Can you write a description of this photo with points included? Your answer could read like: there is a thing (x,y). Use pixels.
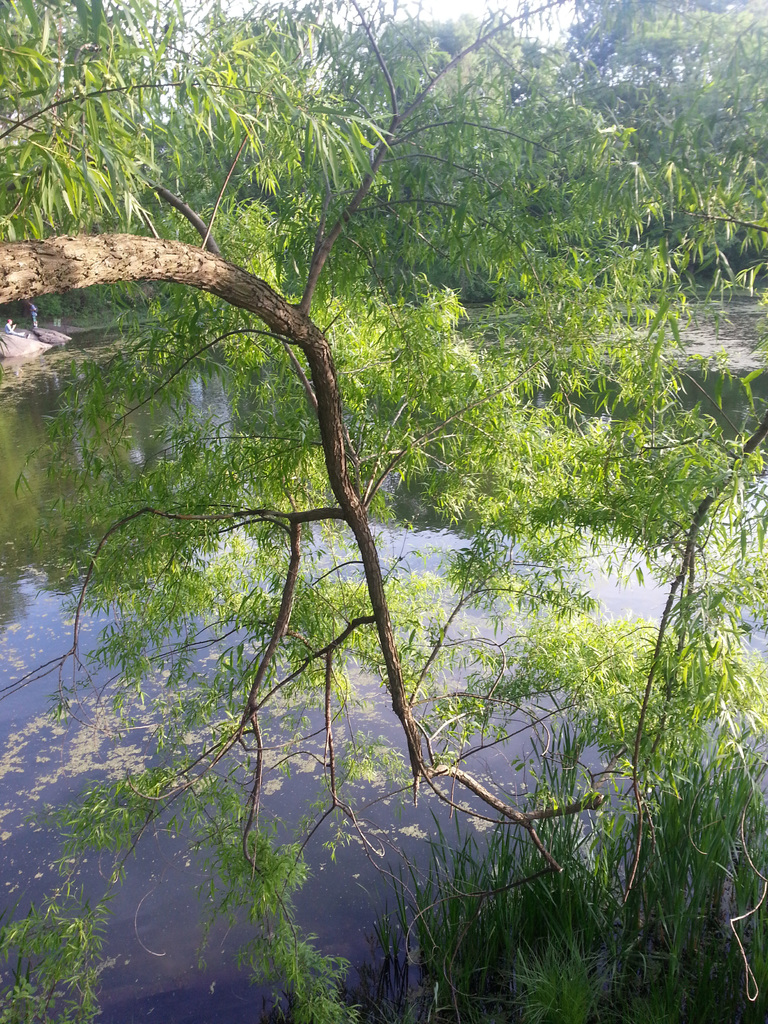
In this picture we can see water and few trees (316,234).
